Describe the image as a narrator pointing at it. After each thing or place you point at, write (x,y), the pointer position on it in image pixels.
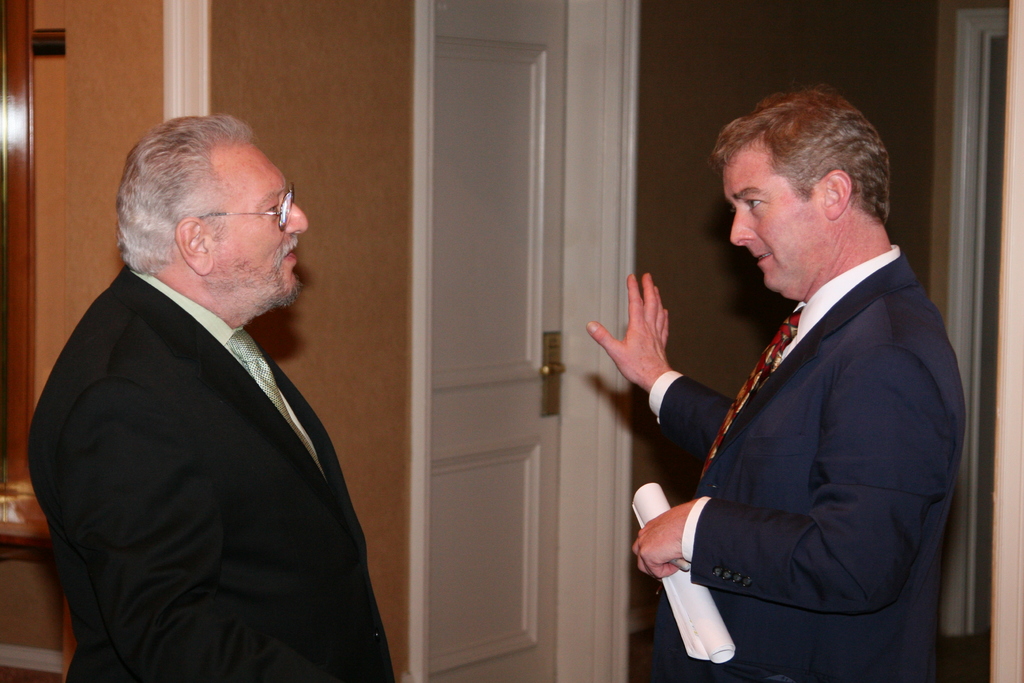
In the center of the image (645,339) we can see two persons (106,642) are standing. And the right side person (693,498) is holding a paper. In the background (633,186) there is a wooden wall (337,144), door (525,255) and a few other objects (13,281).
